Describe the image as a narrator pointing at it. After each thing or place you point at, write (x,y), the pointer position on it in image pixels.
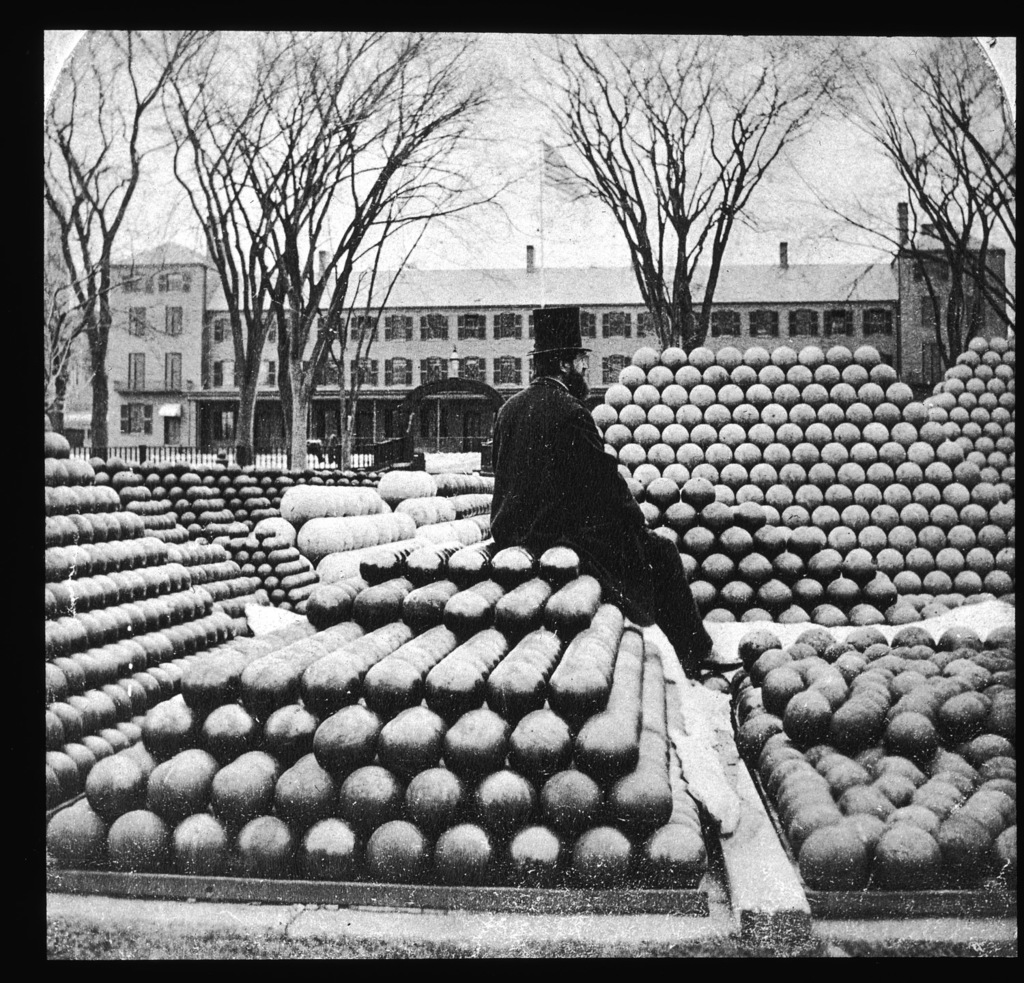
In this picture we can see a person (597,529) and some objects (615,773) and in the background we can see a building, trees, flag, sky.
